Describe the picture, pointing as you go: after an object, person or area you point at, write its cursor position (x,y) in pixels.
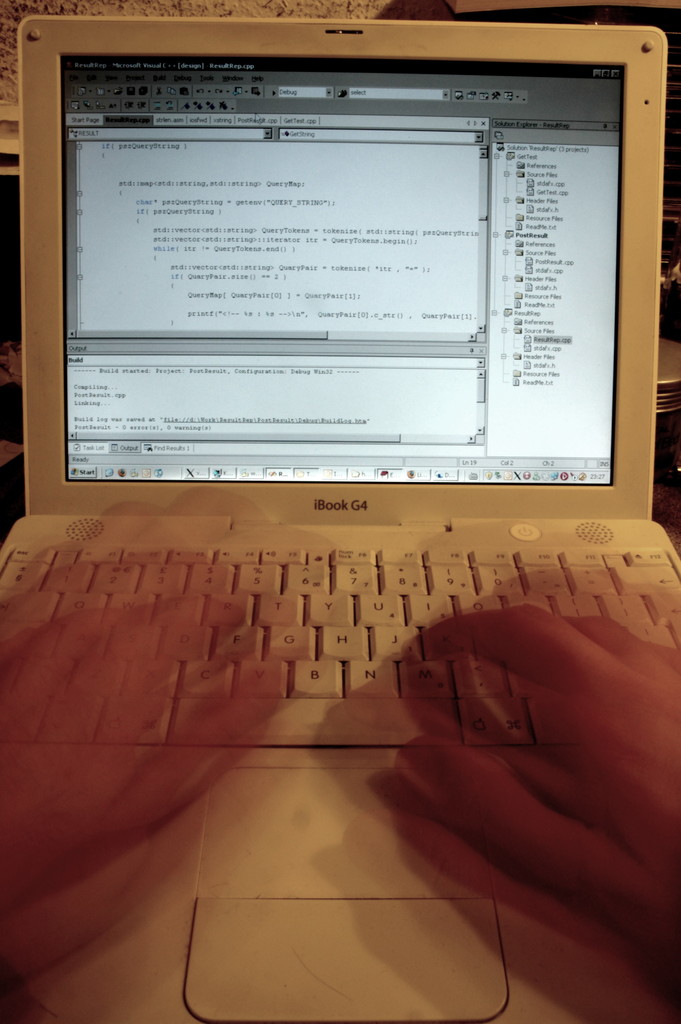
In this image there is a person (255,721) working on a laptop (264,779). In the background (680,224) there are objects (680,360).
